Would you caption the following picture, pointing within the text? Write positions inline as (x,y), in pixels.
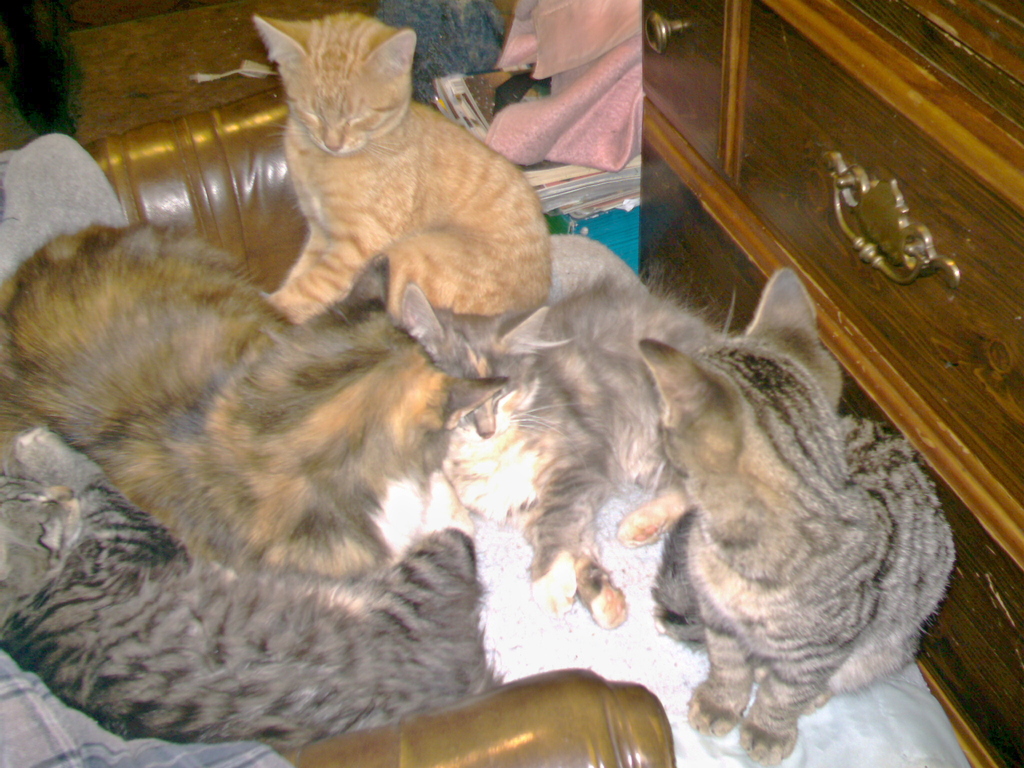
In this picture I can see cats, this is looking like a table drawer (846,182), and there are some other objects (235,231).
